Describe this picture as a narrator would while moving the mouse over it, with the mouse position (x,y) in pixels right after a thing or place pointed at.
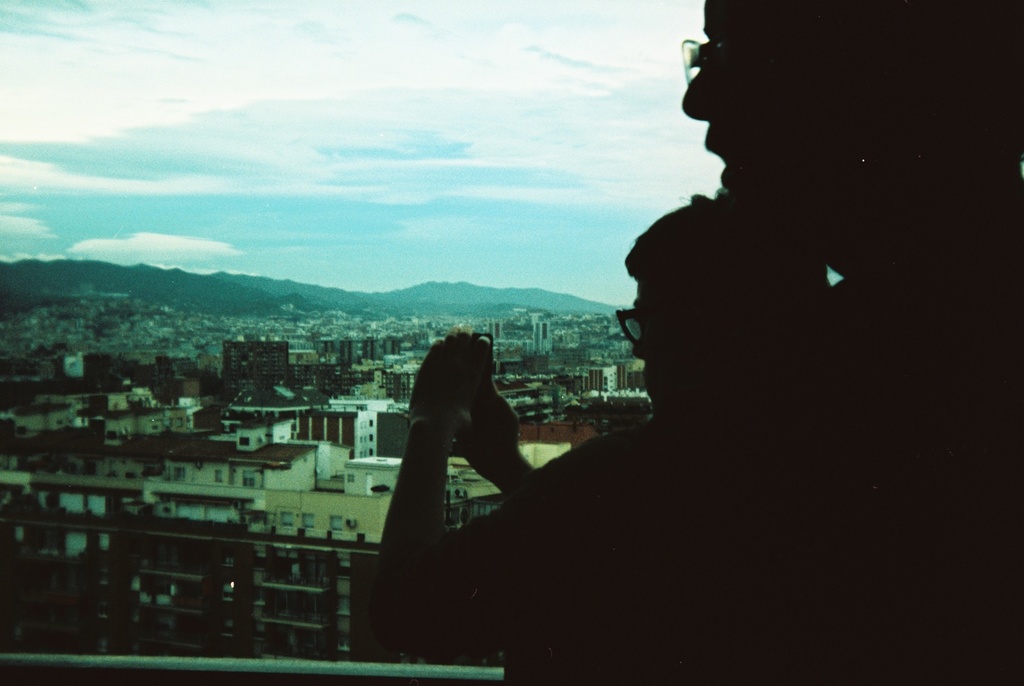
In this picture we can see two persons (666,484), among them one person (461,386) is holding camera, from the top view we can see some building (215,467), trees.
